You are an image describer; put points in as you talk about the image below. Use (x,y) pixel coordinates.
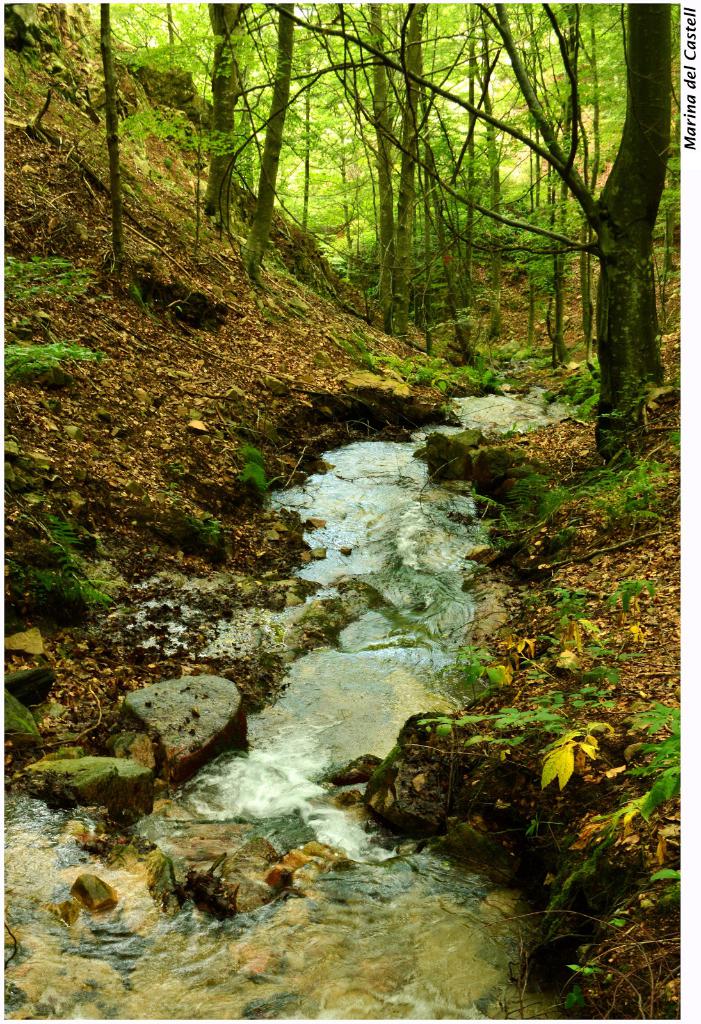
In the given image the forest area (348,174) and the flowing river (387,558) is shown.
